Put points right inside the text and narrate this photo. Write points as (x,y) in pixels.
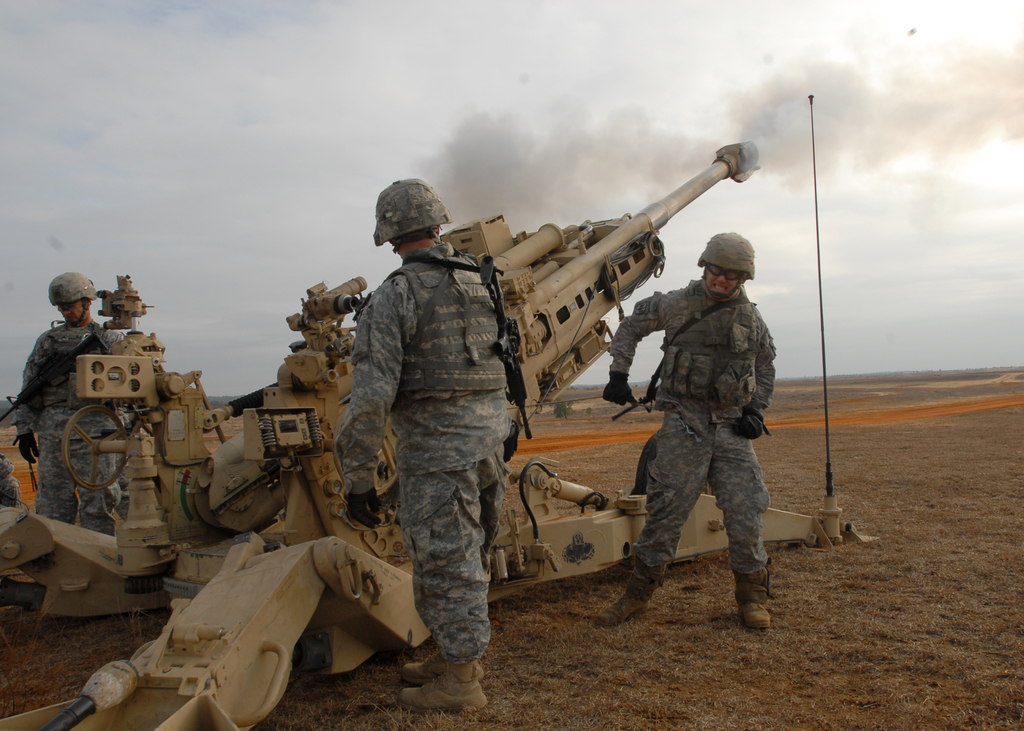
In this picture we can see there are three people (473,443) standing on the path (553,439) and in front of the people (457,427) there is a machine (523,237). Behind the people (667,369) there is smoke (892,139) and a cloudy sky (213,165).
